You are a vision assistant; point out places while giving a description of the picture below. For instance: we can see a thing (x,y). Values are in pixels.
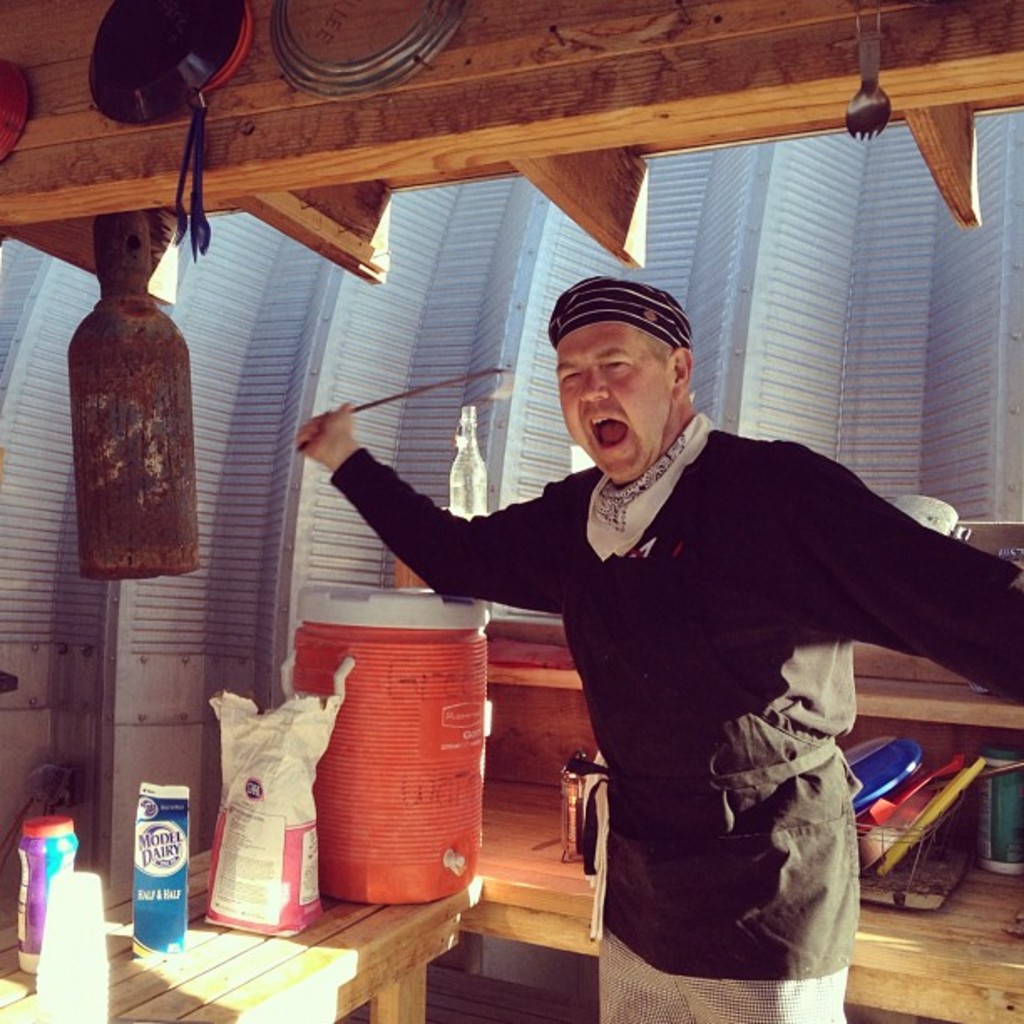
Here I can see a man (628,463) holding an object (393,400) in the hand (351,412), standing and shouting. Beside him there is a table (195,962) on which a drum (404,770), bag (255,788), bottles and some other objects (860,825) are placed. In the background (351,293) there is a wall (365,344). At the top of the image (350,134) there is a wooden board (539,120) on which few objects (320,83) are hanging.
